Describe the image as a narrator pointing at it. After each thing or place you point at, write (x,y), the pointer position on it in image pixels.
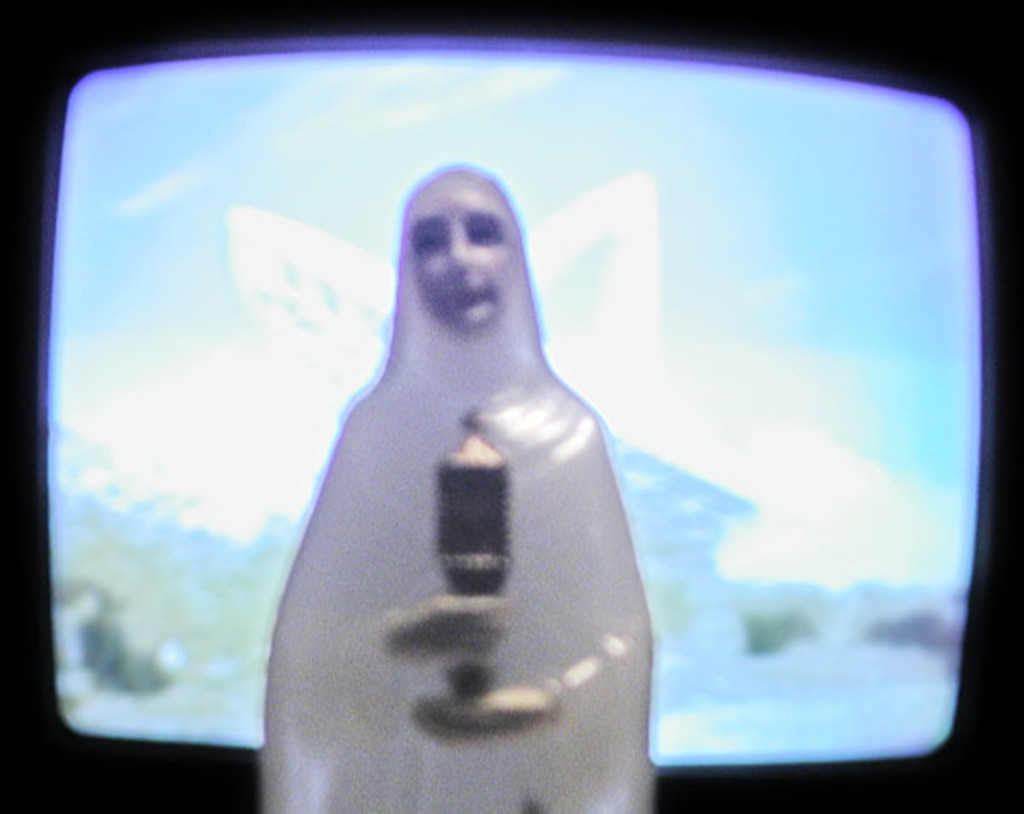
In this image we can see the statue (370,703) of a person (430,445) holding an object (463,553) in the hands (473,618) and in the background (23,473) we can see a TV (446,117).
